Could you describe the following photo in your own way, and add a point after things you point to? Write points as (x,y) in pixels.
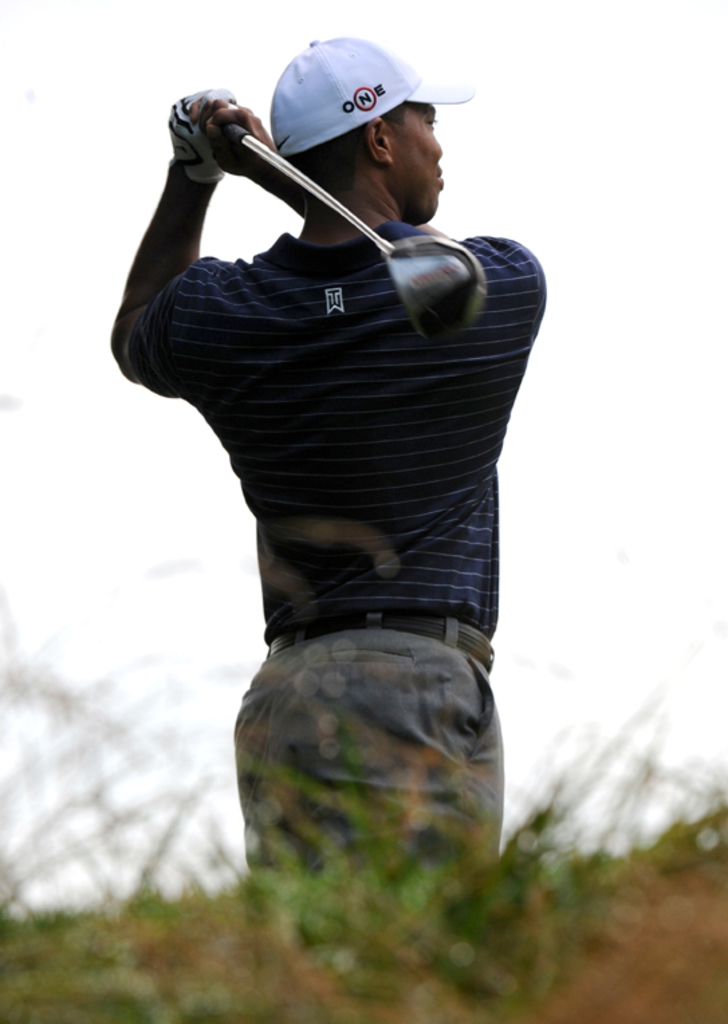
In this image I can see a man (454,471) is playing the golf, he is wearing a t-shirt (444,461), trouser (444,730), cap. At the bottom (450,871) there is the grass (392,888) and at the top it looks like the sky (565,767).
